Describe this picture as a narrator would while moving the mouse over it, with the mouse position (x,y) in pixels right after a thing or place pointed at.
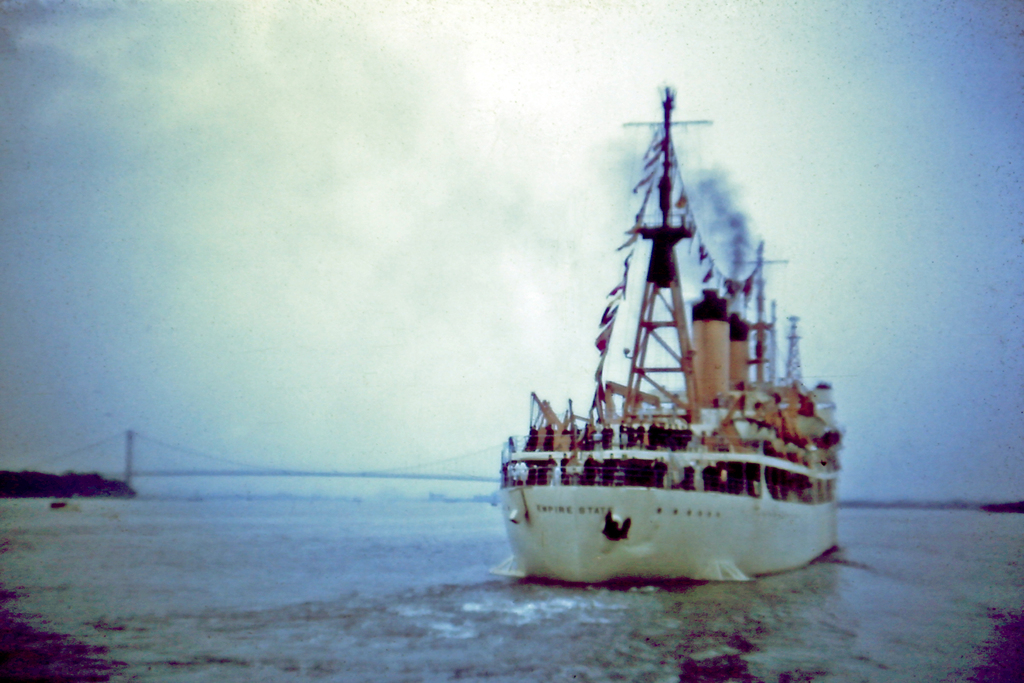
In this image there is a ship (610,568) on the water (868,640).
